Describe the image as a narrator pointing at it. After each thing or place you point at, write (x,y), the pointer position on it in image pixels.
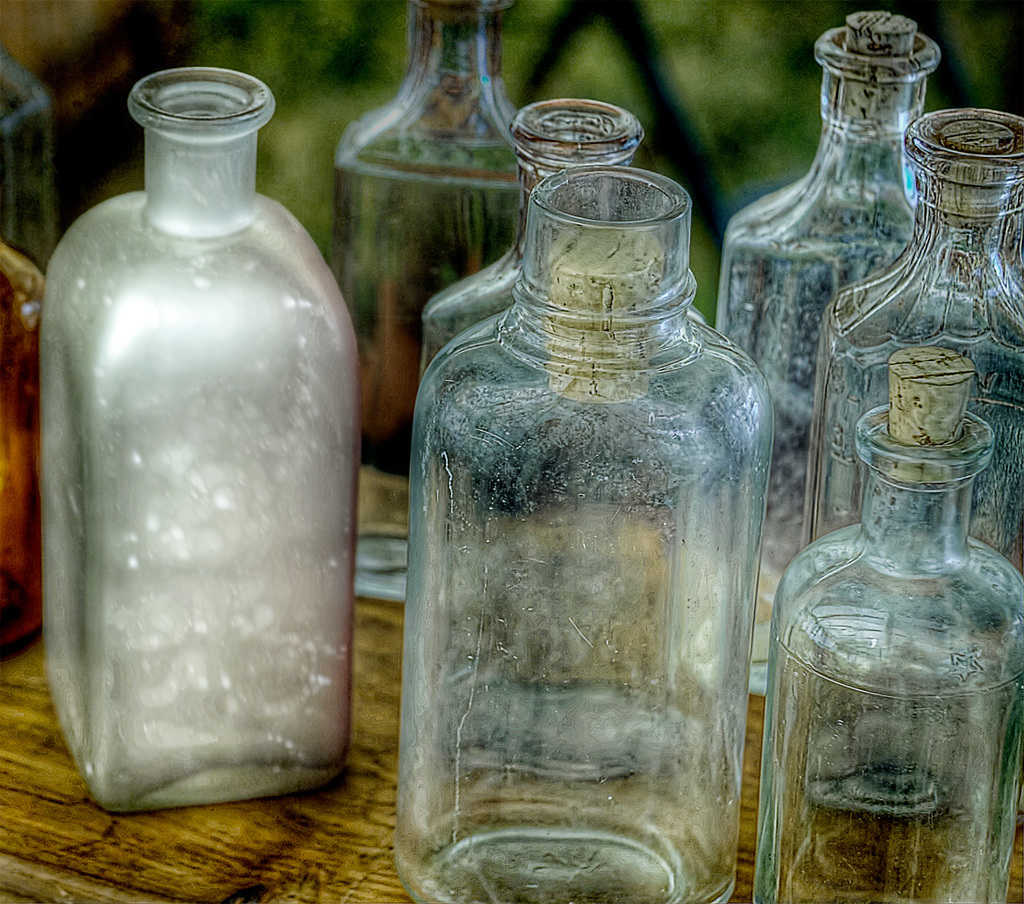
In the image there are few bottles (253,513) which are placed on table (115,828).
